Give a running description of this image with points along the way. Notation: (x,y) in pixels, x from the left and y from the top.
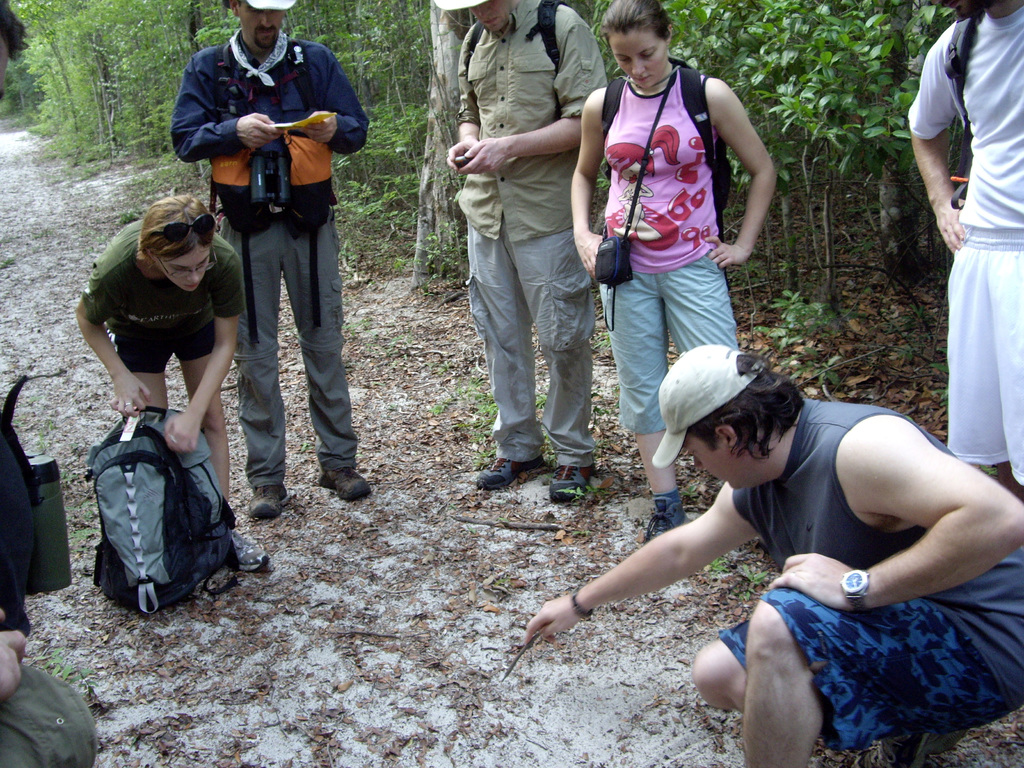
In this image there are a few people (338,459) standing with their luggage (310,239) on the surface (326,495). In the background (757,28) there are trees (718,37).
